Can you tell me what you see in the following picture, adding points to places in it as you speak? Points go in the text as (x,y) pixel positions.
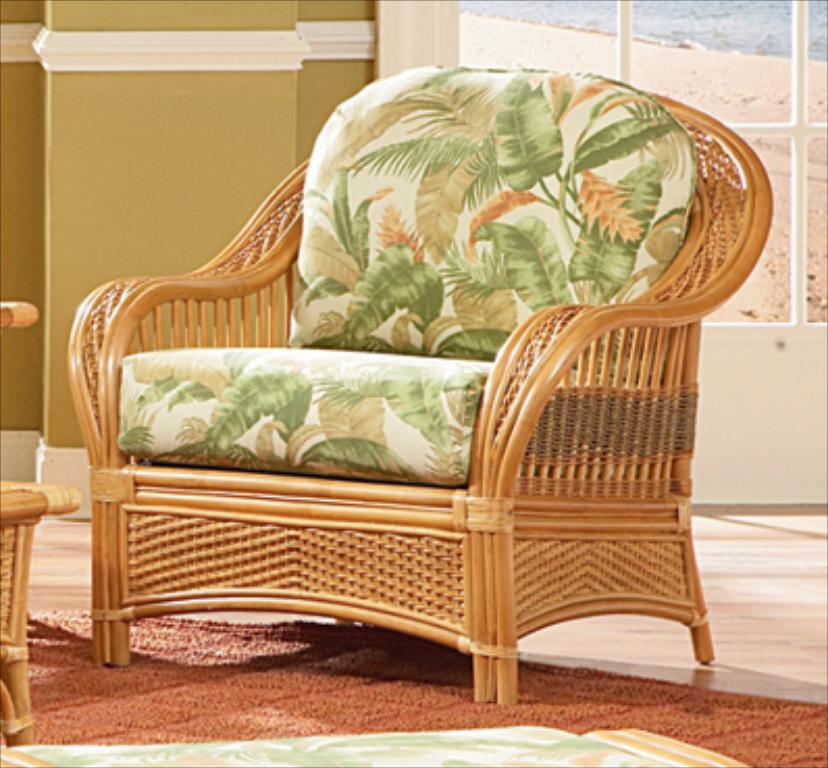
In this picture I can see a wooden chair (485,559) which has some objects (440,276) on it. In the background (235,113) I can see a wall (208,112) and a window (726,68). Here I can see a mat (348,730) on the floor (69,602) and some other wooden object (4,531).
